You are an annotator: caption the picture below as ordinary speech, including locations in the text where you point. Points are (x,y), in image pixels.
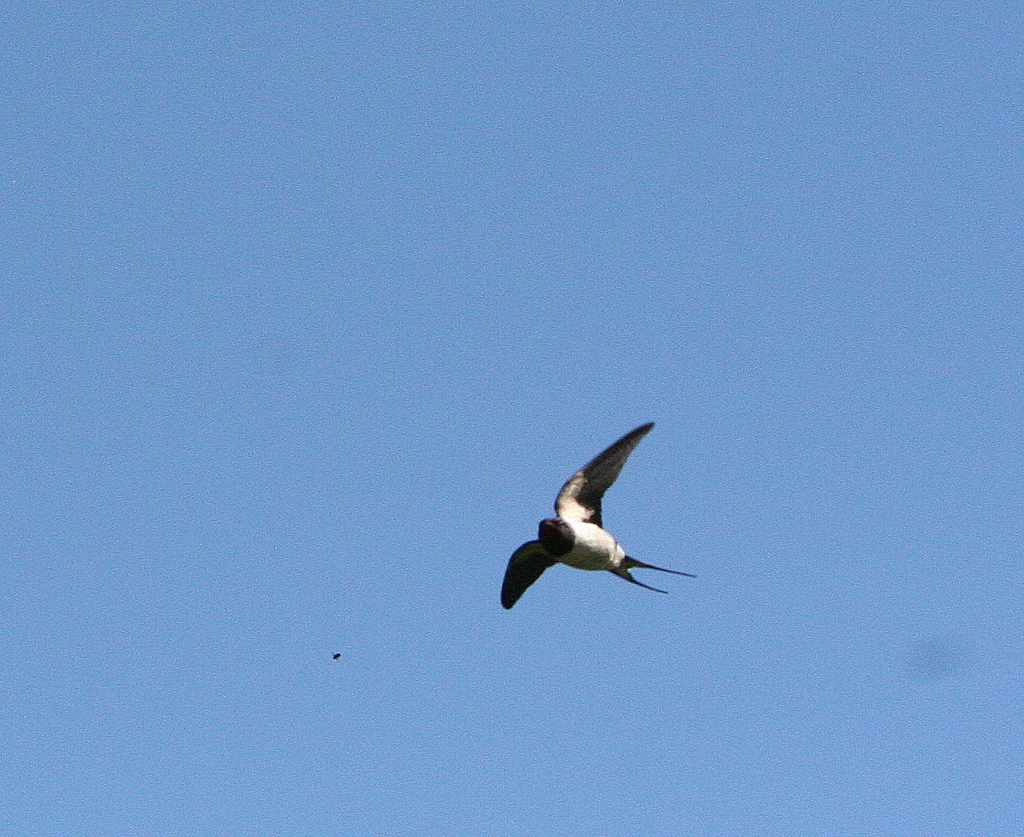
In the center of the image (553,525) there is a bird (574,558). In the background (615,140) we can see sky (337,292).
